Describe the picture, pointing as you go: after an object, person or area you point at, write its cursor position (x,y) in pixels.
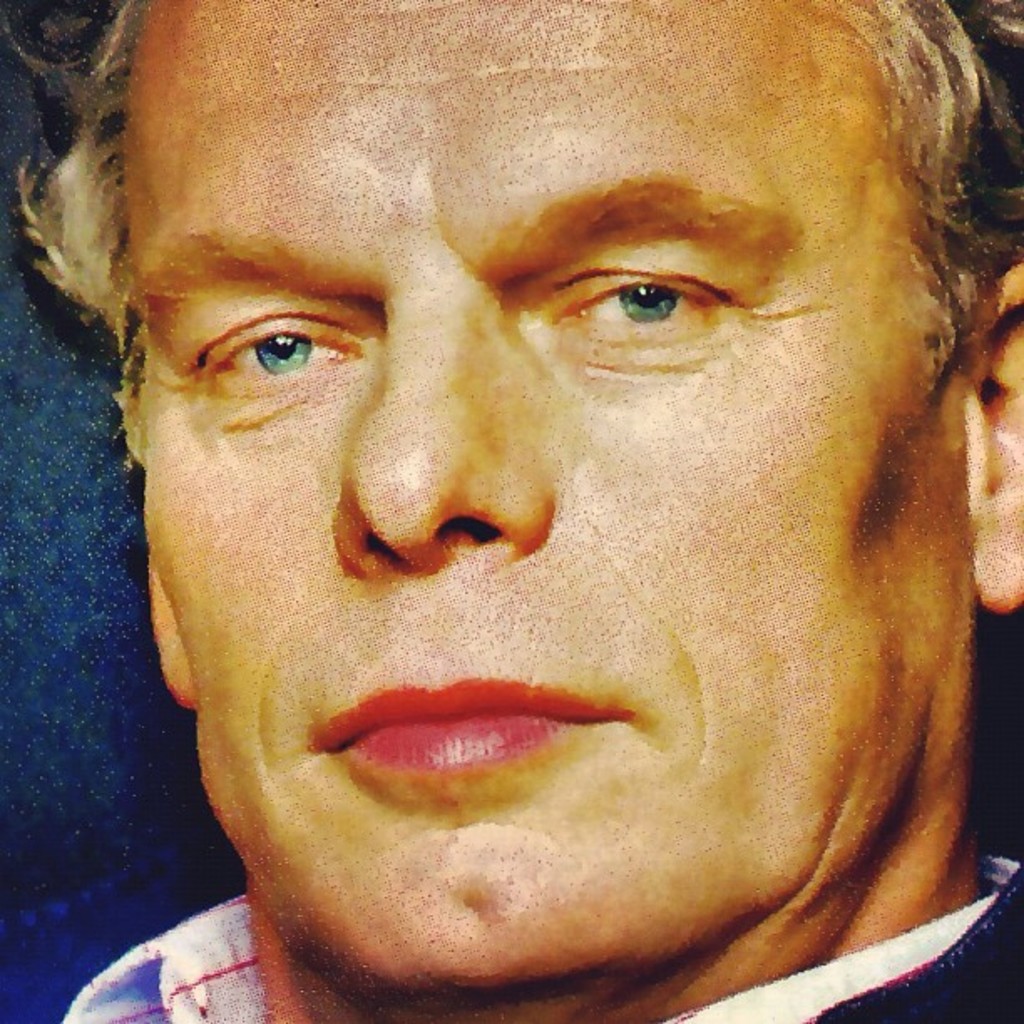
In the picture I can see a man's face (434,511).
